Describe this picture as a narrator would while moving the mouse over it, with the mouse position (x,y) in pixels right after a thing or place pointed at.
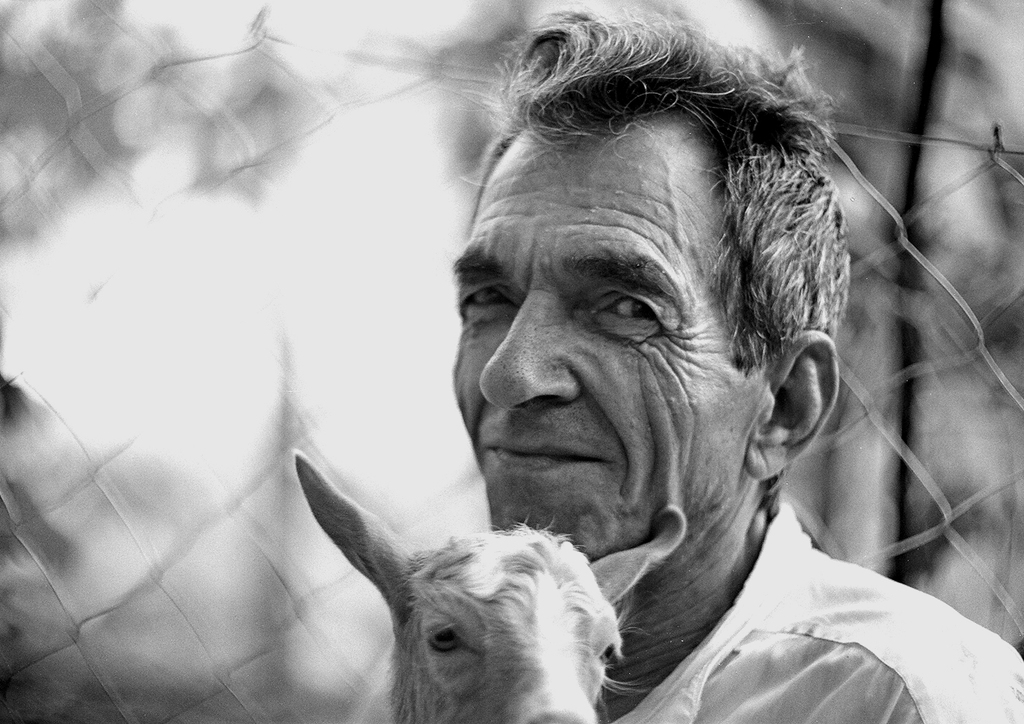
In this picture there is a man (639,263) and we can see an animal (386,580). In the background of the image (390,250) it is blurry and we can see mesh (910,469).
